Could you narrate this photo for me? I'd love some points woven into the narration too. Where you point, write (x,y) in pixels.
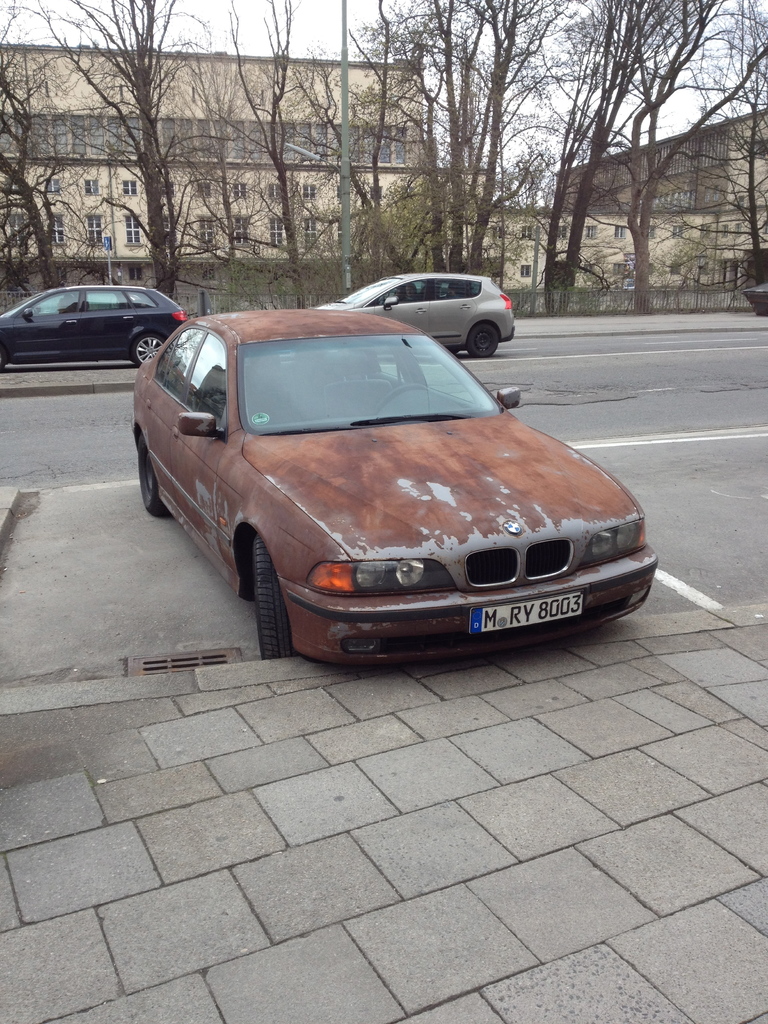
As we can see in the image there are cars (308,426), trees (430,153), buildings (298,77) and sky (228,49).
